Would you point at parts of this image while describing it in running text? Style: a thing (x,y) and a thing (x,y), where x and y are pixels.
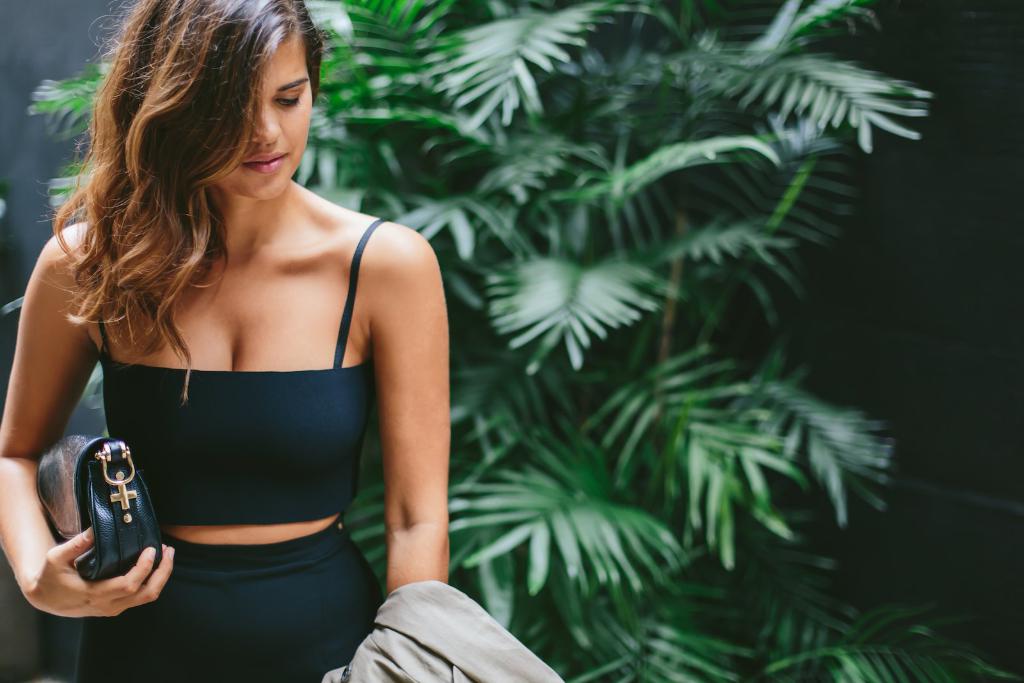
There is a woman (440,380) standing in front of the plant (678,455) holding a handbag (134,471) and jacket (375,664) on her hands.
